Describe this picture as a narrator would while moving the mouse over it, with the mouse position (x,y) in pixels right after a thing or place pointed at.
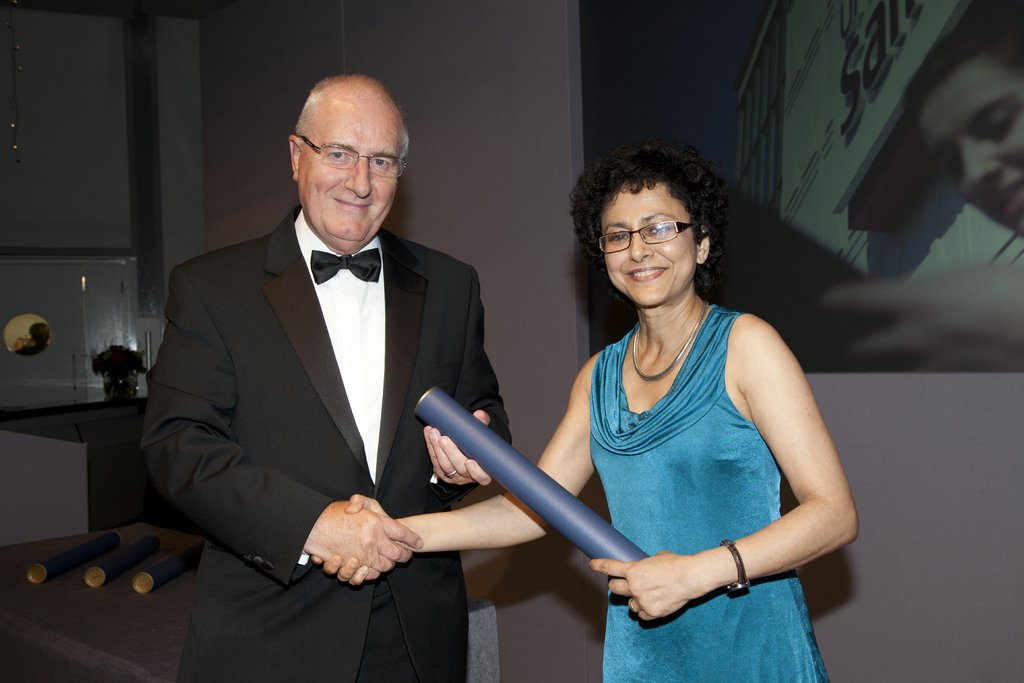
In the foreground (476,334), I can see two persons (346,577) are standing on the stage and are holding some object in their hand (689,586). In the background (488,215), I can see a screen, a wall (498,185), house plant (138,372) and some objects (118,431). This image taken, maybe on the stage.
